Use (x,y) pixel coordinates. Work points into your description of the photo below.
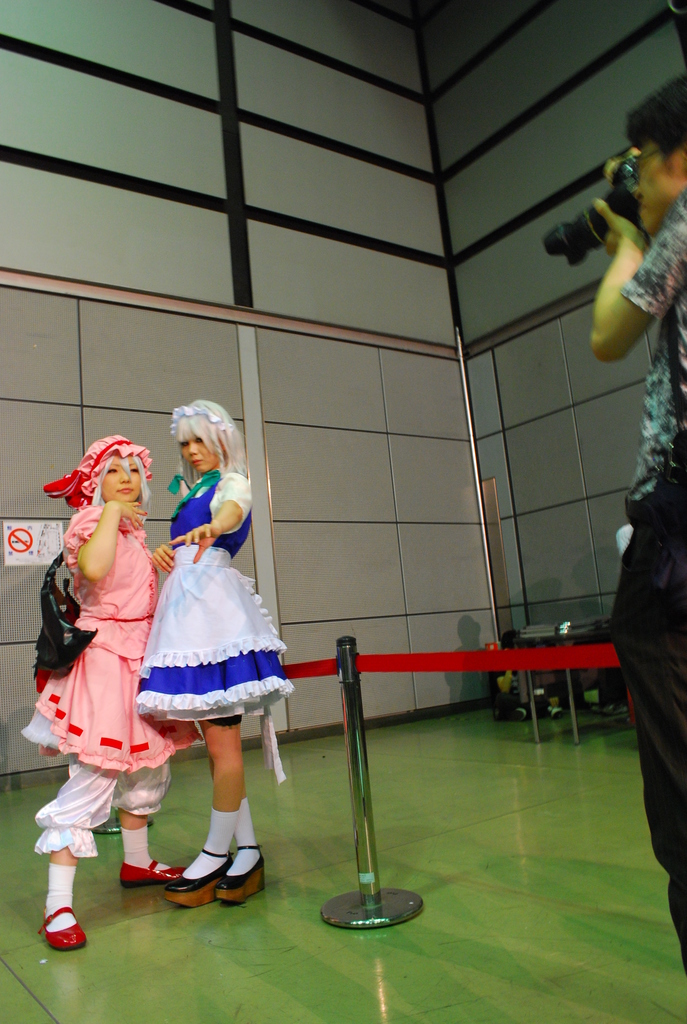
In the image there are two women (124,550) dressed up like dolls and posing for the photo, in front of there is a man (655,232) standing and taking the photograph.
